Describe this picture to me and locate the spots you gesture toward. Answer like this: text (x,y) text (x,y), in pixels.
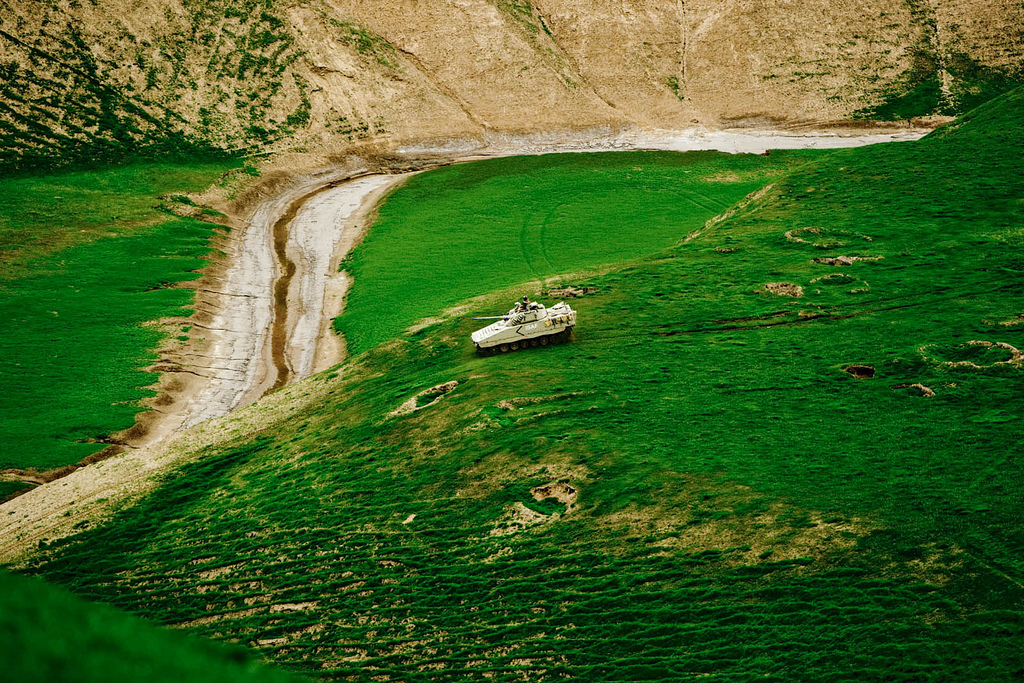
At the center of the image (534,323) there is a moving army tank (527,314) on the surface (579,368) of the grass (617,416). In the background (599,66) there are mountains (567,77).
